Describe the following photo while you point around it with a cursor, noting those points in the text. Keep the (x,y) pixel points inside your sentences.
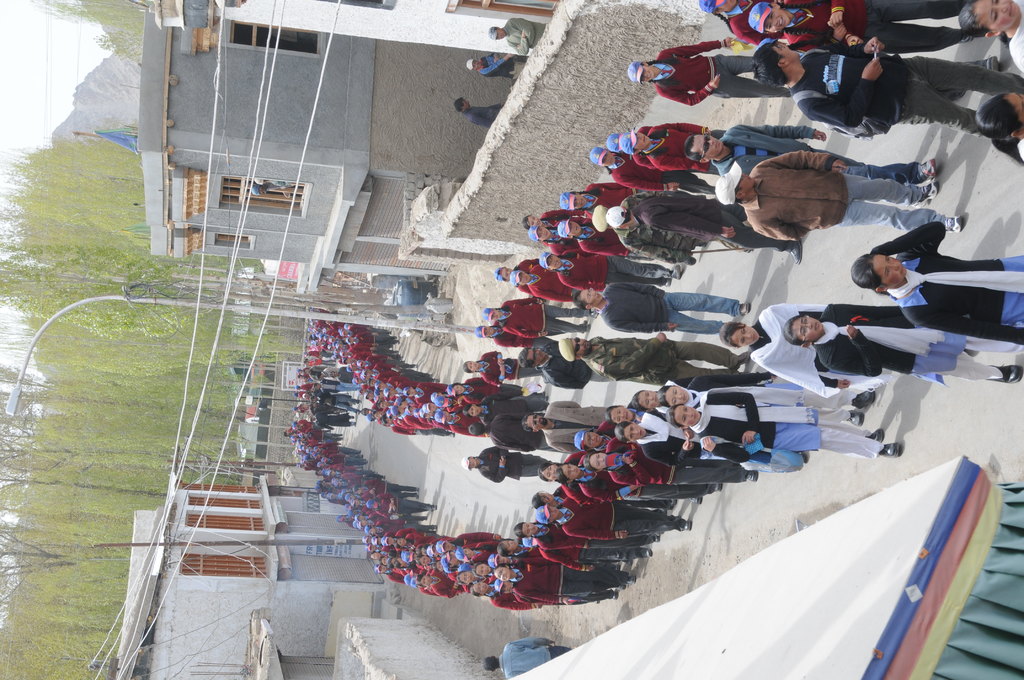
In this picture we can see there are groups of people (350,520) on the walkway (453,492). At the top (427,180) and bottom of the image (325,512), there are buildings (300,535), poles (342,541) and cables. In the bottom right corner of the image (837,631), it looks like a stall (819,588). On the left side of the image (63,373), there are trees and the sky (37,372).
